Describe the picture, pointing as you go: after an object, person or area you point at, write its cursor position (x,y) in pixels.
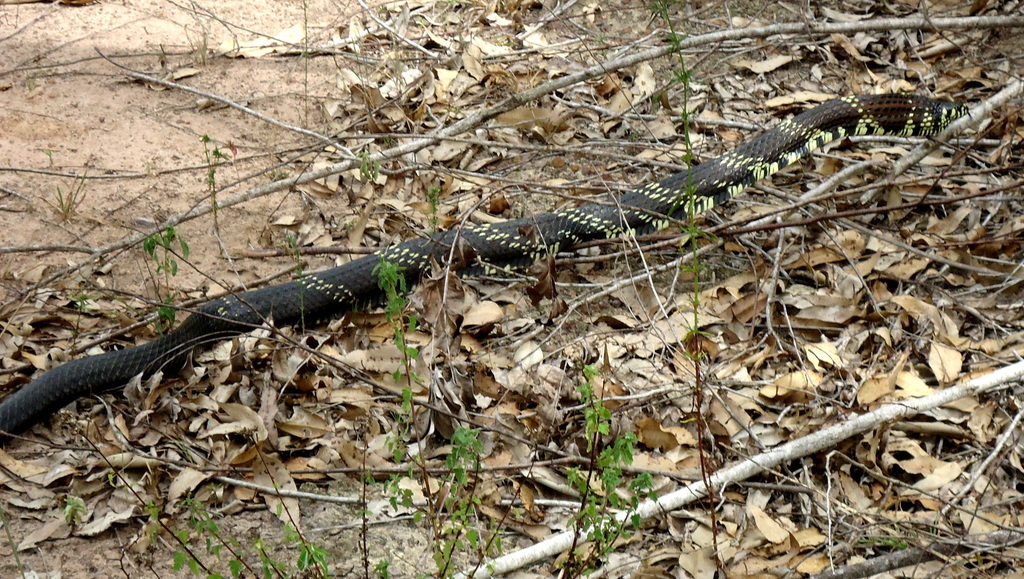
In this image I can see the black color snake (306,281). I can see few small plants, few sticks (314,254) and few dry leaves (624,374) on the ground (302,223).
